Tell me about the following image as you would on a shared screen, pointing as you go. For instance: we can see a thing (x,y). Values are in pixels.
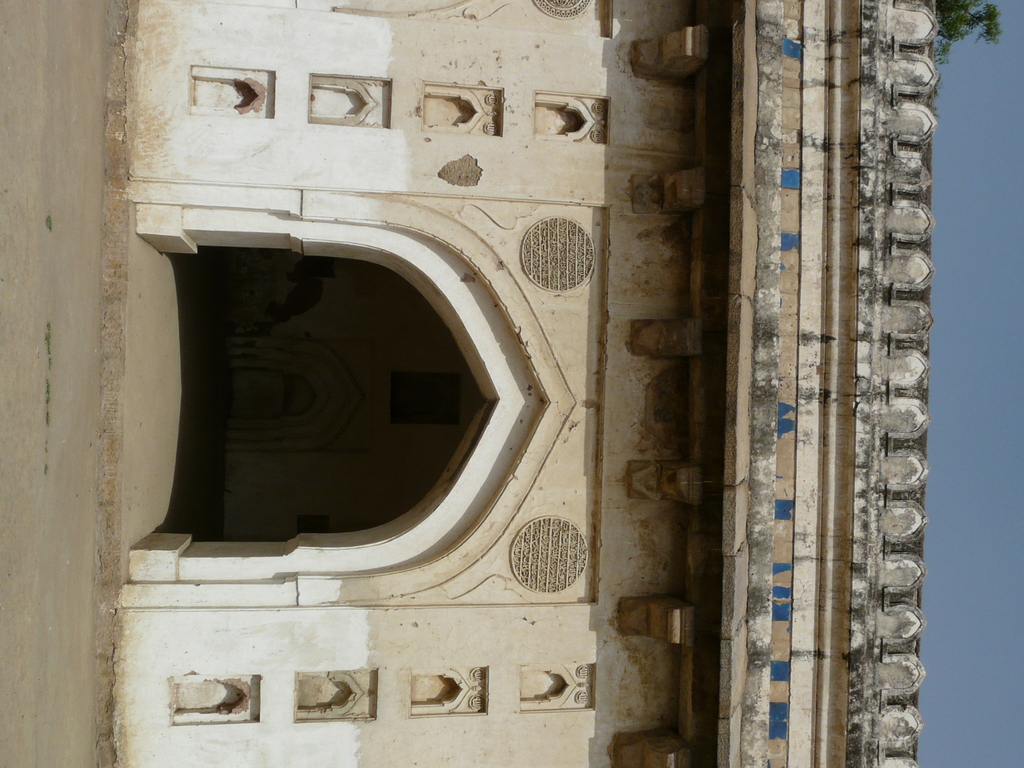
In this image I can see the ground (79,326), the building (321,145) which is cream, blue, black and white in color and in the background (990,452) I can see a tree (957,7) and the sky (969,356).
